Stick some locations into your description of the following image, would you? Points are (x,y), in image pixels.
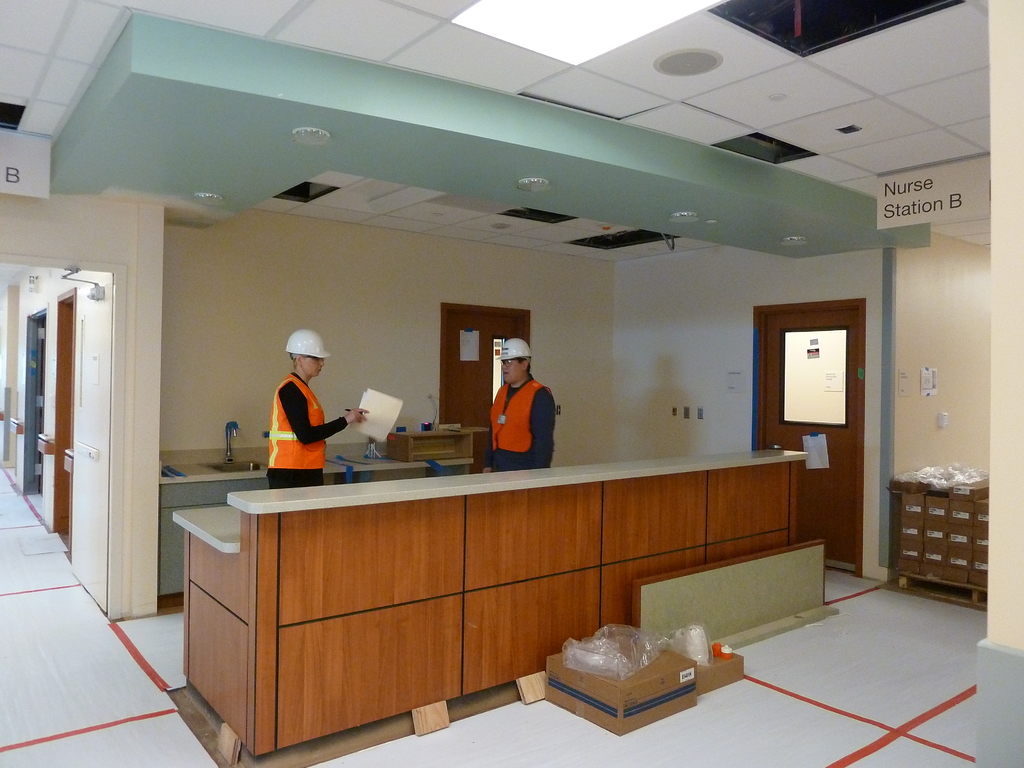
In this picture we can see two persons (543,399) wore jacket (514,423), helmet (299,348), goggles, one person (359,417) is holding paper (382,426) in his hand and they are standing on a floor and beside to them there is a table (361,524) and in background (112,410) we can see doors (33,350), wall (504,300), stickers (819,433) and in front (595,706) we have some cardboard boxes (590,690).
